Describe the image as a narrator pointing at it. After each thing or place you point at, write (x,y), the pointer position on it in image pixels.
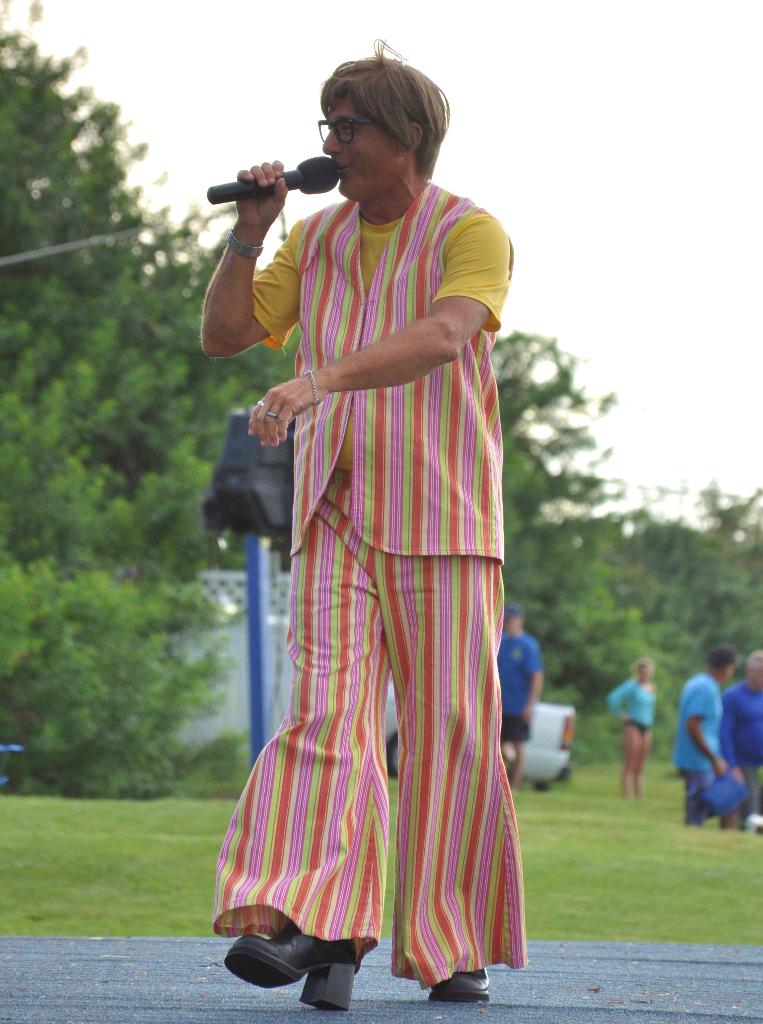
In this image in the foreground (324,432) there is one person (300,440) who is holding a mike (247,195) and talking, and in the background (539,683) there are some persons (527,651), wall (287,659) and some object (573,714) and trees (36,592). At the bottom (125,939) there is walkway (160,973) and grass (711,872).
